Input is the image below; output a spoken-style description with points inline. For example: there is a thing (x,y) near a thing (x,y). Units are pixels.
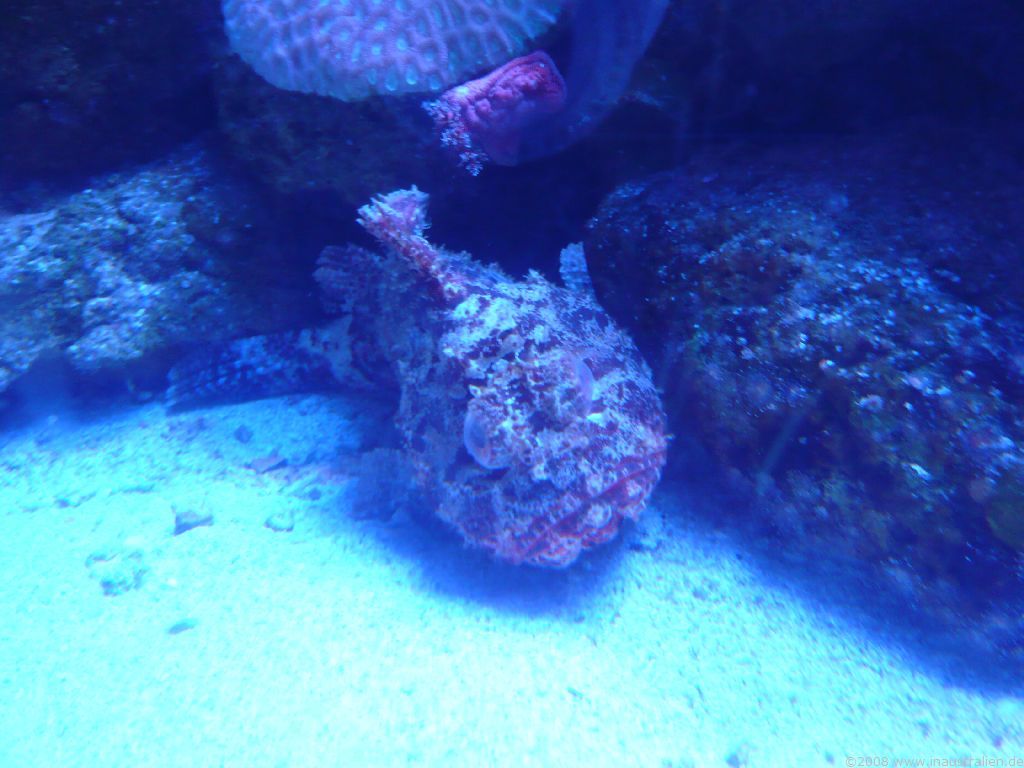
In this picture, we see the aquatic animal (535,303) or the aquatic plants (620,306). This picture might be clicked in the water (541,195).
